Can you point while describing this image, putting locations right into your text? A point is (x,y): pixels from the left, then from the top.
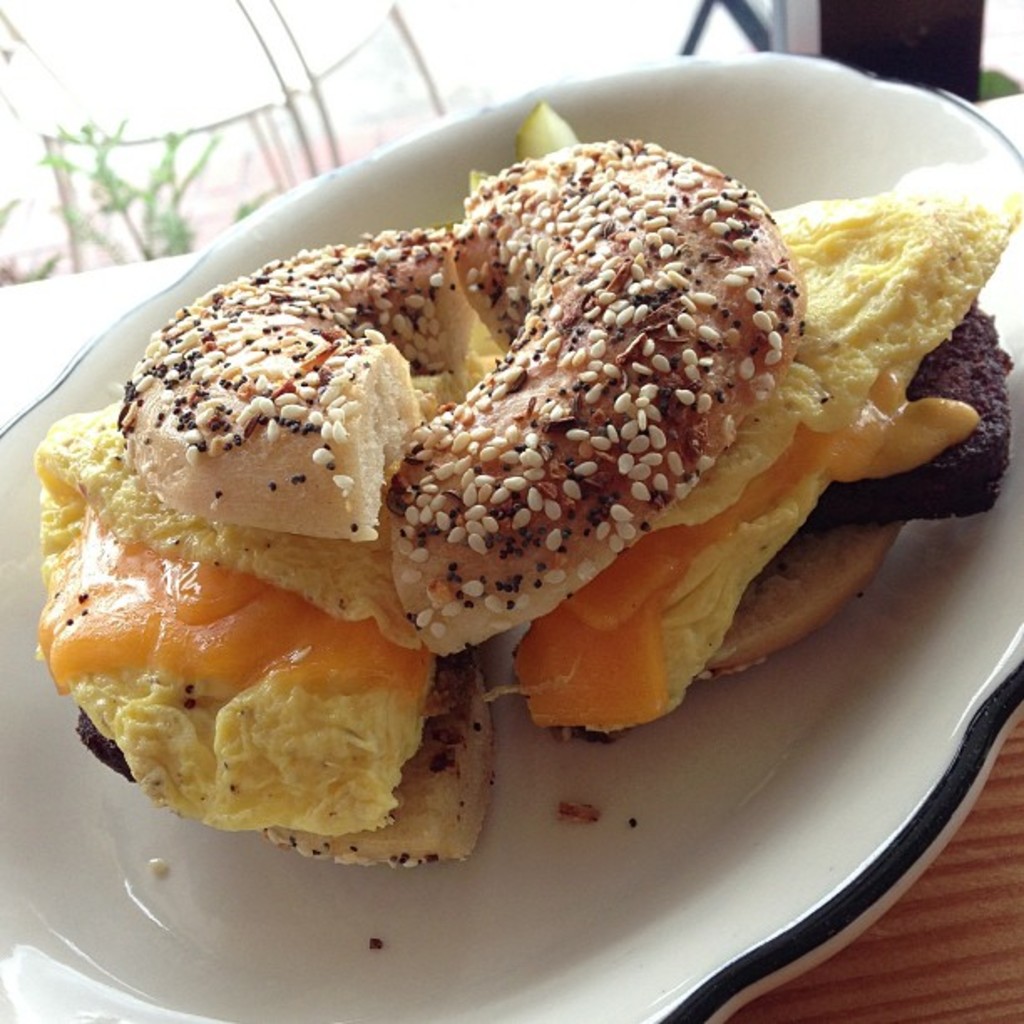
In this picture we can see some eatable item (658,689) is kept on the plate (421,874) and that plate (285,953) is placed on the table (956,993).
